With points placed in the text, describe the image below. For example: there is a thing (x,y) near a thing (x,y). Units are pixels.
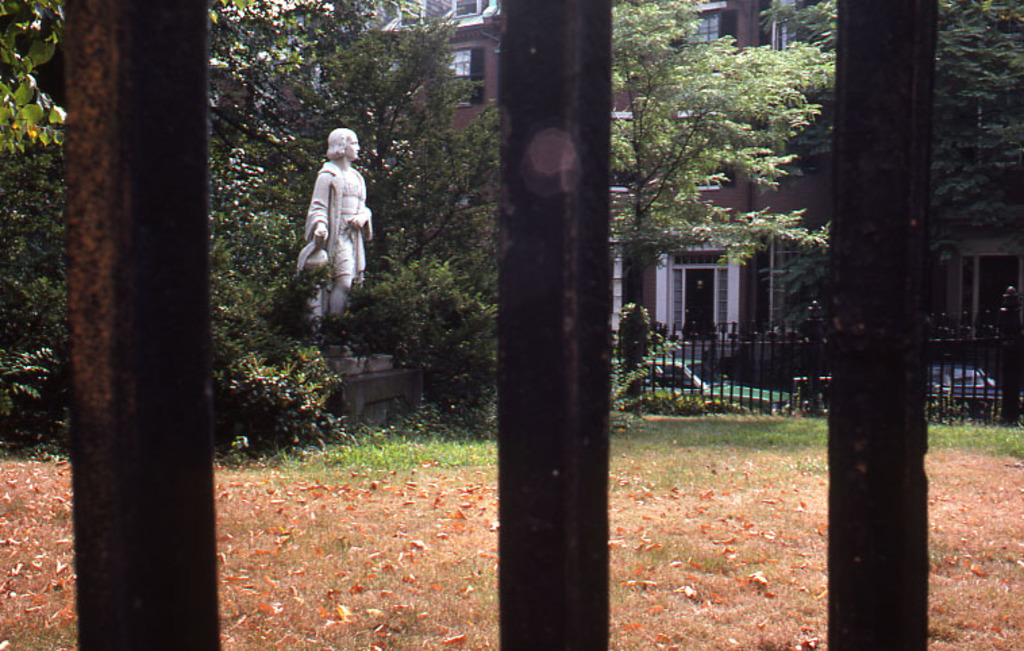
In the foreground of this image (213,359), there are three rods (899,515). In the background (635,294), there is a sculpture (338,200) and trees (385,130) around it, few plants (323,405), grass (418,439), railing (702,369), vehicles (948,377), trees (708,112) and the buildings (733,16).
